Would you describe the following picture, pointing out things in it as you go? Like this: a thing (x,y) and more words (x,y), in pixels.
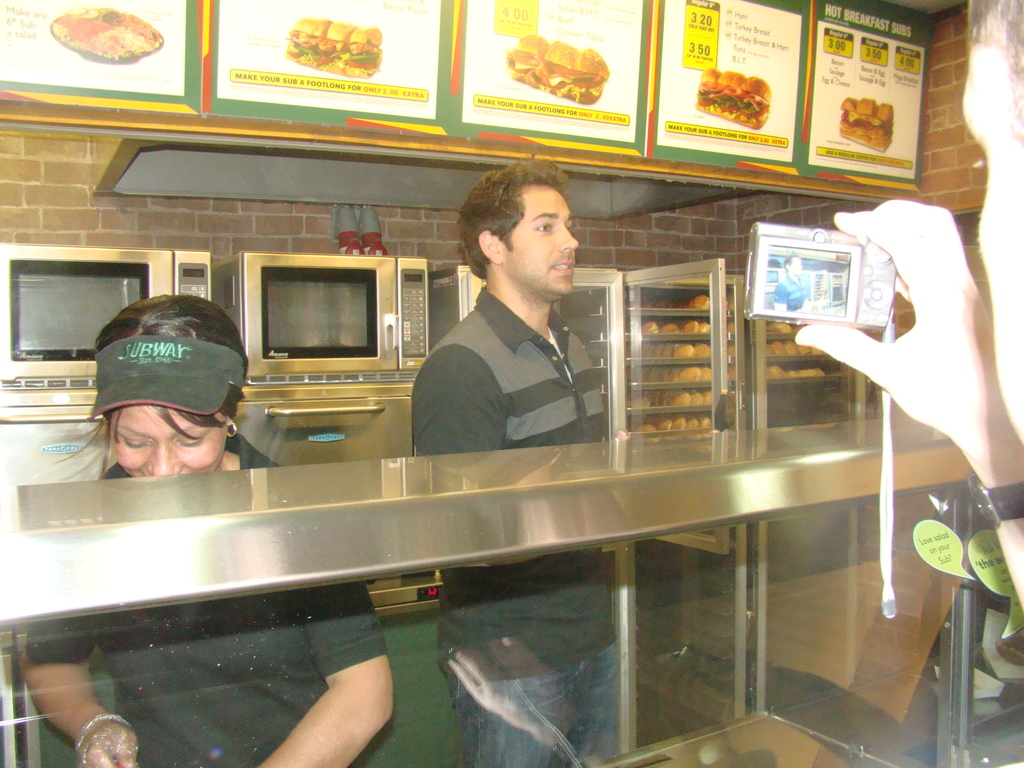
In this image there is a person (929,422) holding a camera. Before him there is a glass table (672,543). Behind there is a woman (177,428) wearing a cap (167,398). Beside her there is a person (494,391) standing on the floor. Behind them there are ovens (322,380) on the shelf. Right side (702,415) there is a rack (633,372) having some food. Top of the image (775,124) there are boards (607,90) attached to the wall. On the boards (417,55), there are pictures (523,69) of food (588,70) and some text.
